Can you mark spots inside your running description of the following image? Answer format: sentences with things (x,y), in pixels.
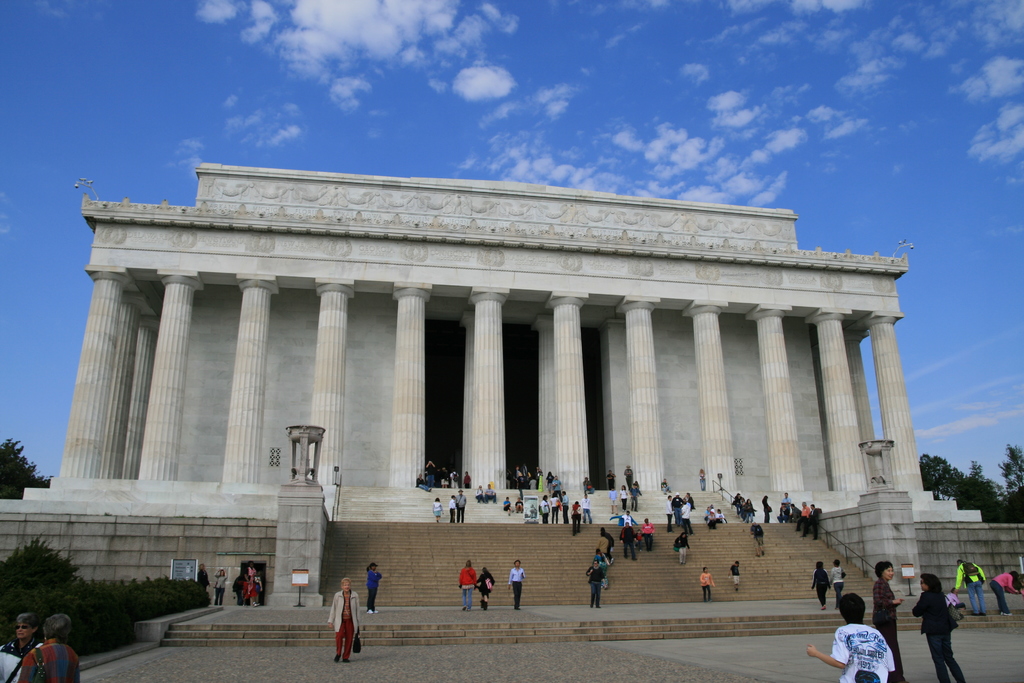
In this image I can see a building (460,336) carved with marble (839,377). I can see poles (718,348) or pillars (406,342) of the building (842,486) and steps (562,525) towards the building (326,443) with some statues (877,474). I can see some people (978,591) standing, sitting, walking around the building (798,472). I can see some plants (72,588) and trees (977,489) on both sides of the image. At the top of the image (581,72) I can see the sky (581,72).
